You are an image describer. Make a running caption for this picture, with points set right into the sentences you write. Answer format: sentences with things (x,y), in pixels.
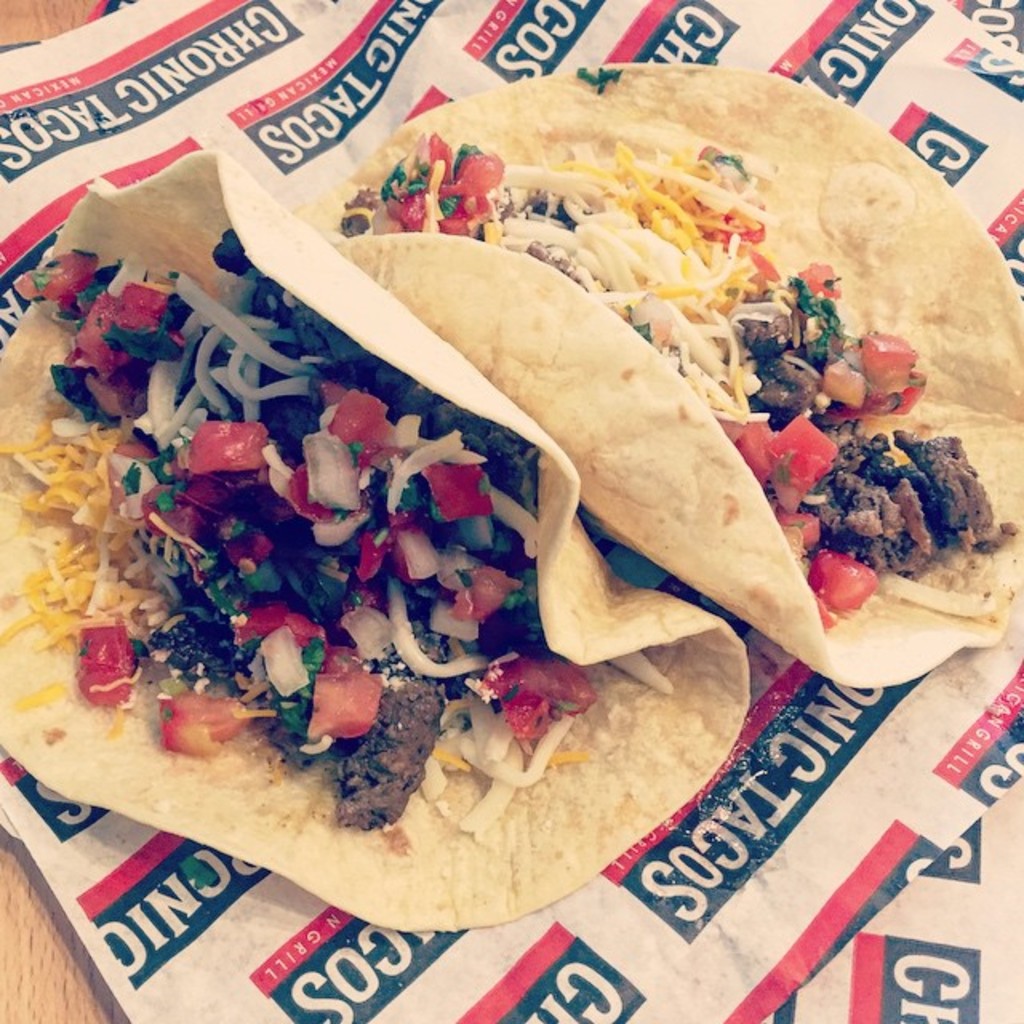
In this image we can see food item (408,588) made of vegetables (402,503). Bottom of the image (887,826) paper (589,936) is there with some text (839,740) written on it.
